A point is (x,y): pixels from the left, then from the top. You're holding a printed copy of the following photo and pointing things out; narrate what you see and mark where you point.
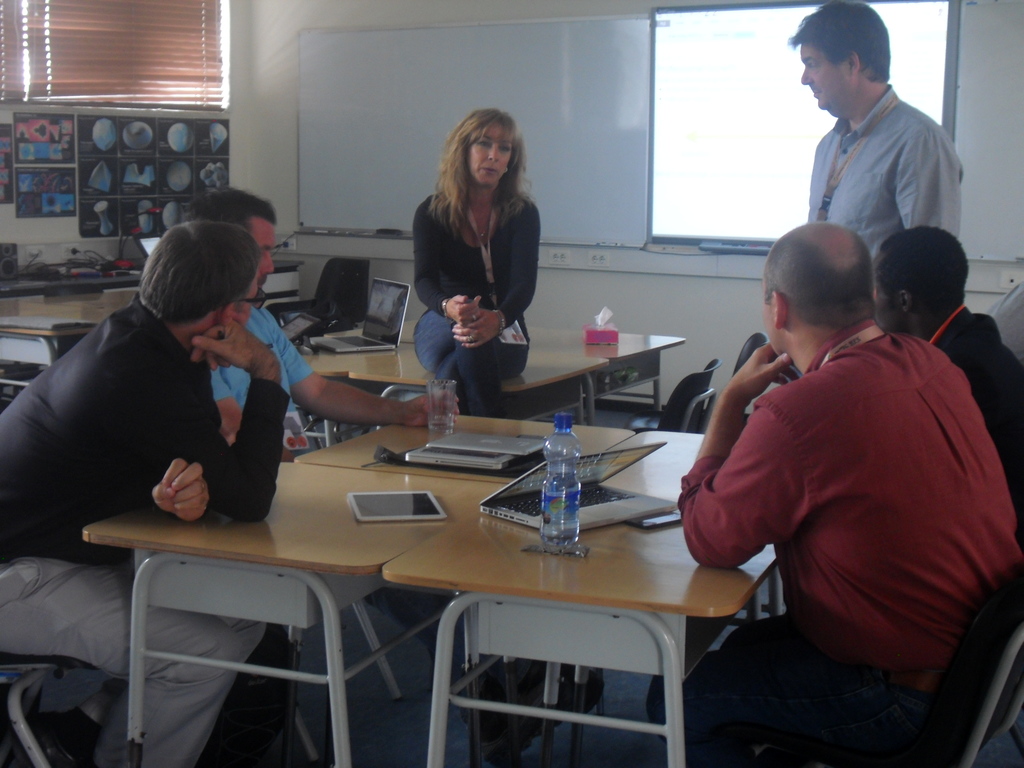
There are some persons (461,344) sitting and standing in the room (495,300). There are many tables (353,524). On the table (404,483) there are laptops (394,315), tabs (387,497), bottles (552,474), and glasses (443,413) and tissues (592,338). In the background (280,70) there is a wall (237,30), curtain (158,56), board (376,104) and a screen (774,155).
